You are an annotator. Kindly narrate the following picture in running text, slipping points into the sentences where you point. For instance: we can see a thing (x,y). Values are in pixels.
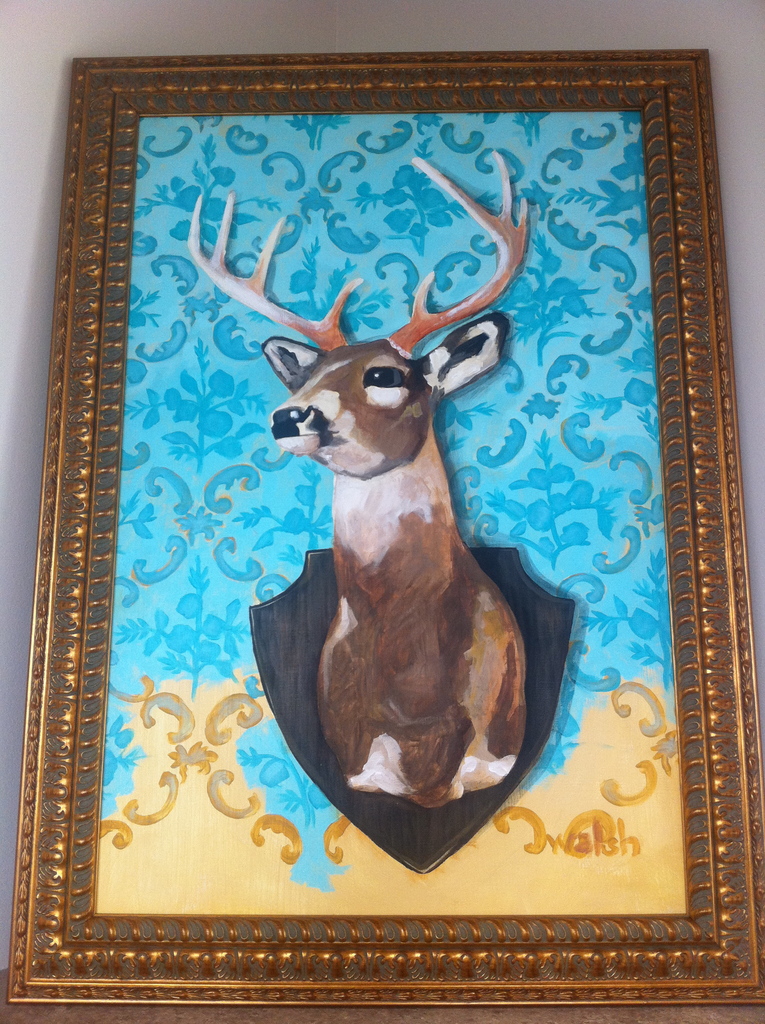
In this image there is a frame (576,74) of a painting (273,631). In the painting (269,476) there is a deer (367,480). In the background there is wall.
